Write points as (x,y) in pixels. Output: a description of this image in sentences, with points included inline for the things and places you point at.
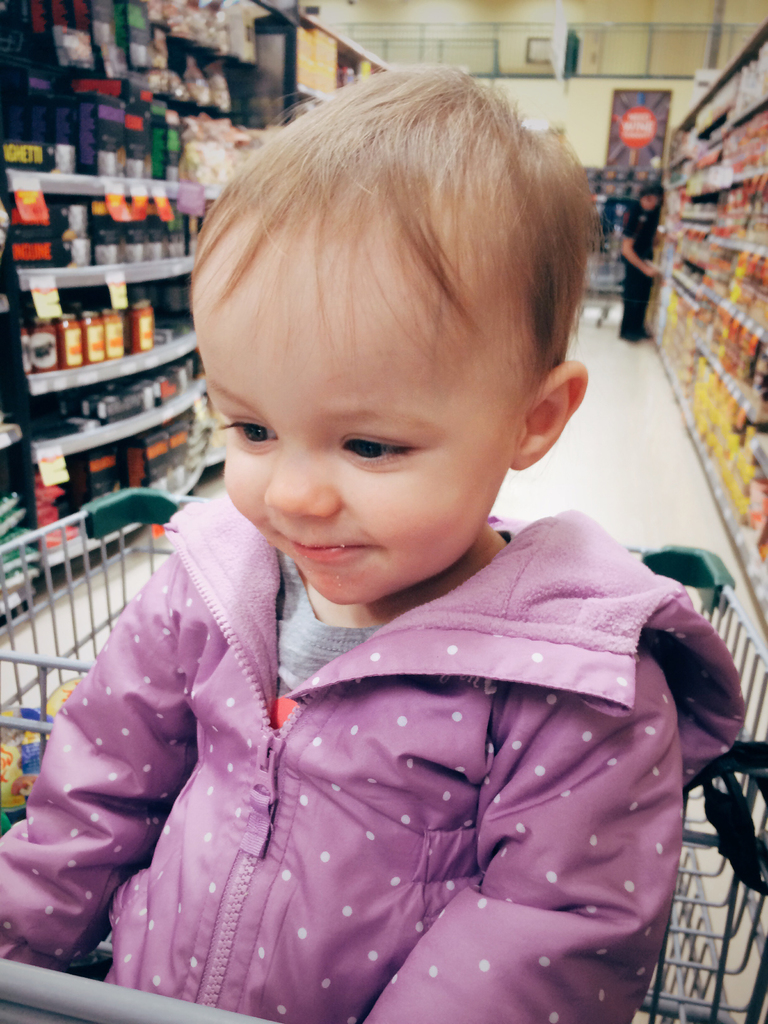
Front we can see a baby (387,790). Background (6,51) there are racks (204,45) filled with objects (110,251). Far a person (640,248) is standing beside this rack (701,211).
